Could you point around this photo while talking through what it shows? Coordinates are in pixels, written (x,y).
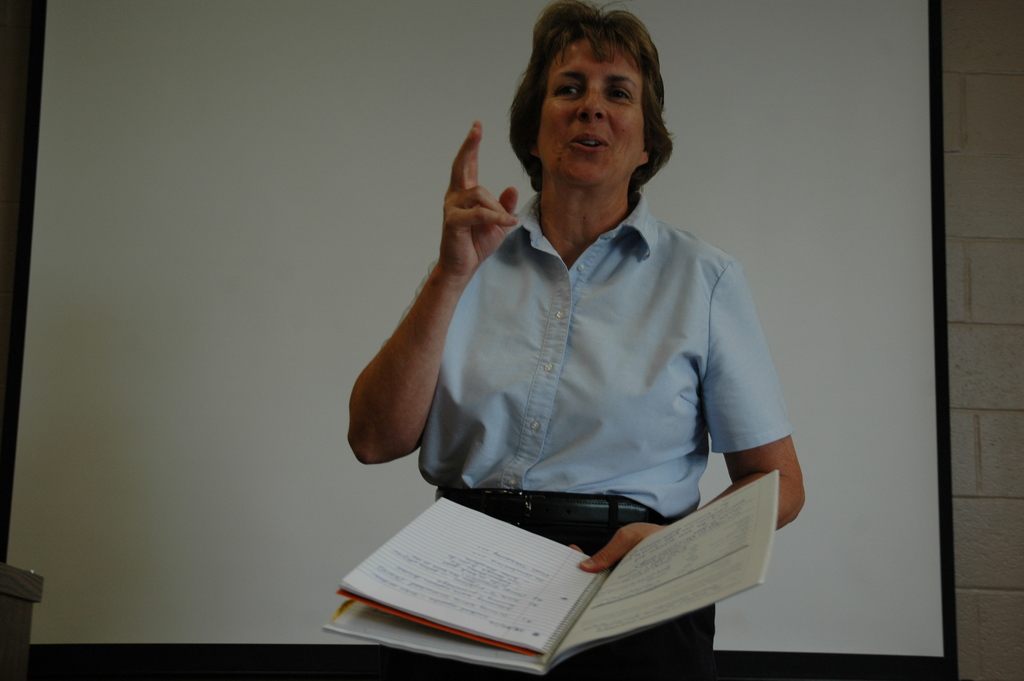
In this image we can see a person (693,260) holding a book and talking. In the background (359,351), we can see a projector screen (236,288) and the wall (974,554).
